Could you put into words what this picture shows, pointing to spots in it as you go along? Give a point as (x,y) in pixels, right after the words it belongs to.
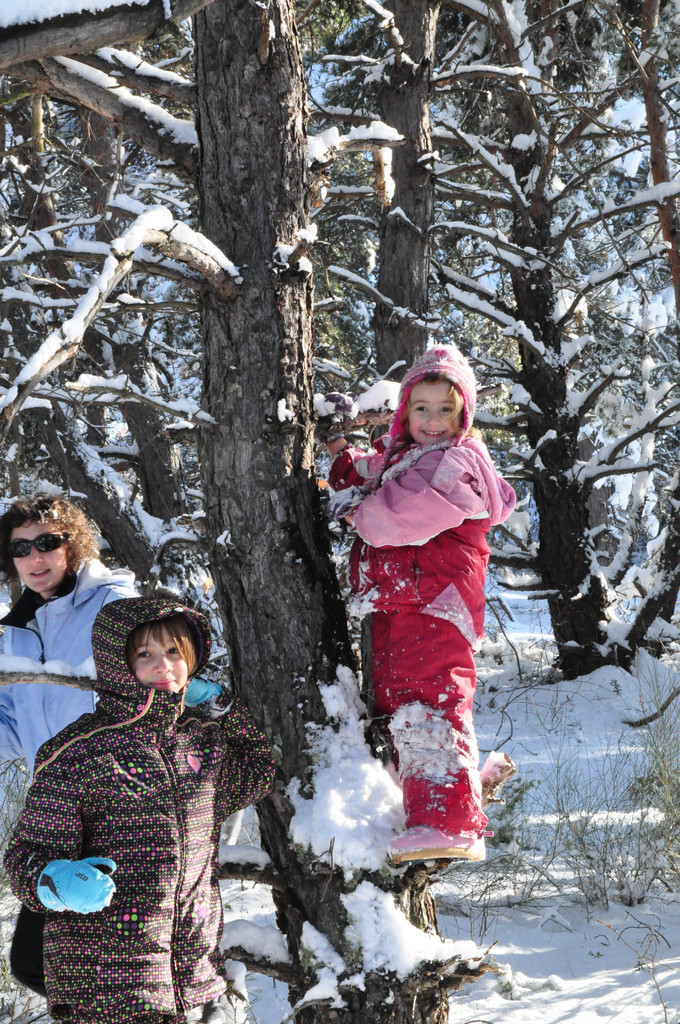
In this image I can see three persons (475,747) standing, the person (454,556) in front (454,509) wearing pink color jacket (454,556). Background (651,417) I can see trees (544,455) covered with snow (559,181) and the snow (633,822) is in white color.
